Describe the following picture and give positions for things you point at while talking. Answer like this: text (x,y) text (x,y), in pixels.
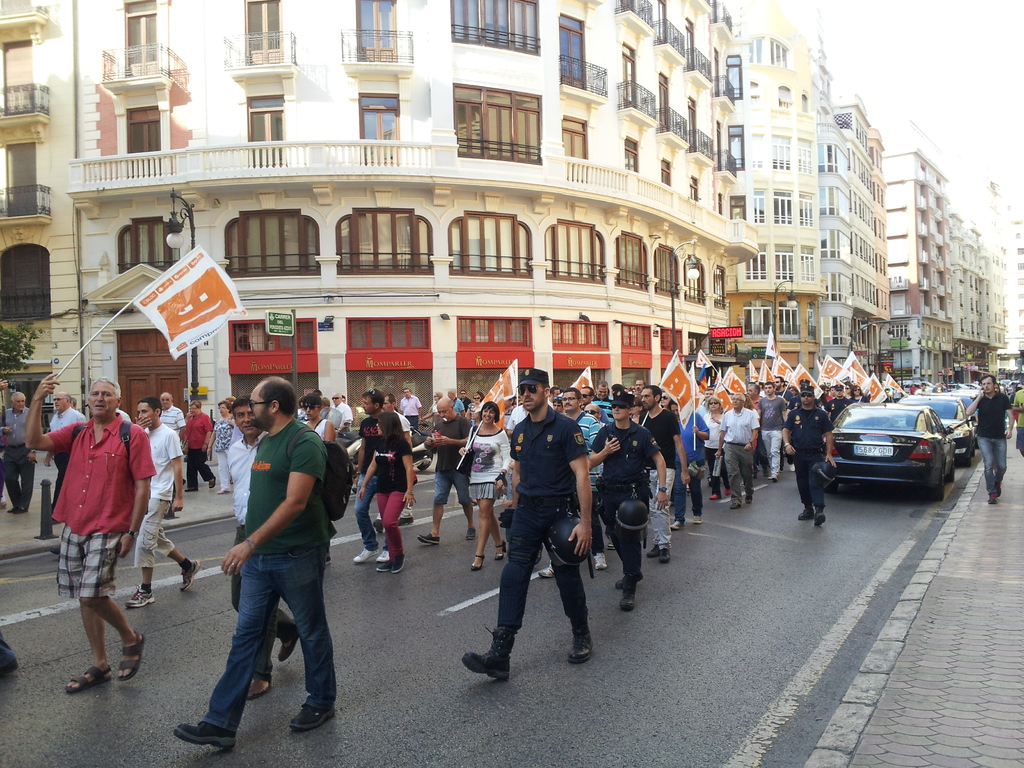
In this picture we can see few people (754,447) holding flags (785,368) and walking on the path (258,723). There are some vehicles (909,428) on the path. We can see a board (271,323) on the pole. There are some street lights (882,330) on the path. Few buildings (480,388) and a plant (27,328) is visible on left side (6,360).
